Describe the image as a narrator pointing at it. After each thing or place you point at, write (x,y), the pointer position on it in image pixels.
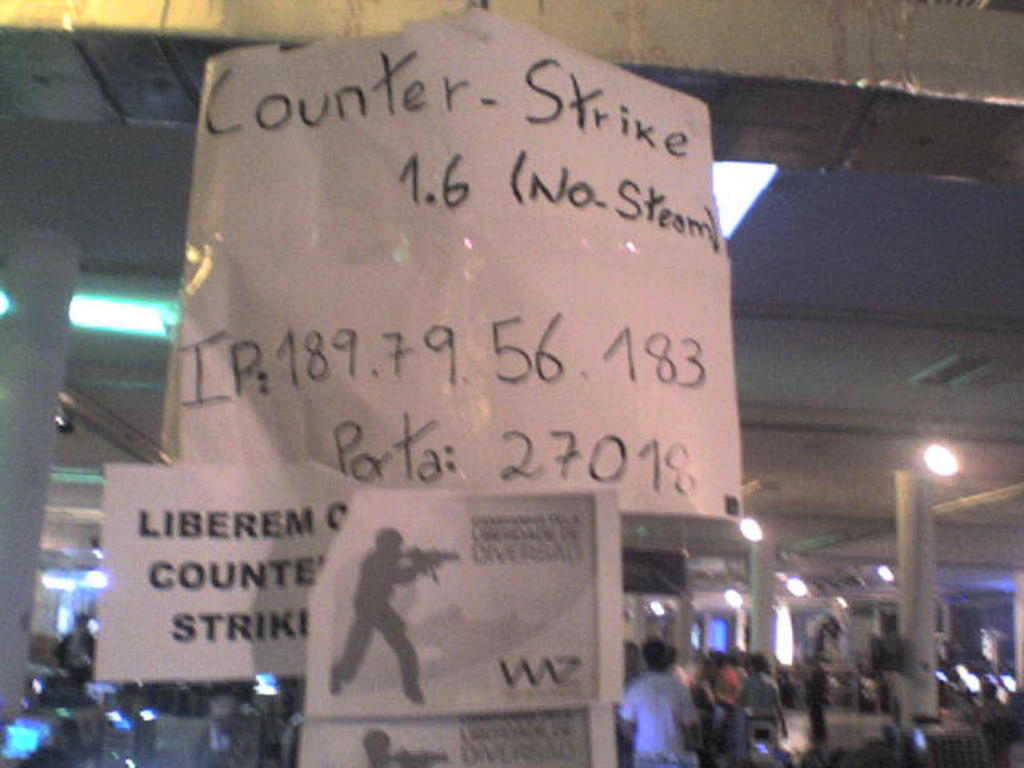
In this image, in the middle (530,358), we can see some papers (560,580), in the papers (526,390), we can see some text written on it. On the right side (762,650), we can see a group of people (819,669), pillars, lights (786,656) and monitor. On the left side (114,735), we can also see a group of people (102,724), lights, pillars (32,479). At the top (913,80), we can see a roof (867,35) with few lights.
